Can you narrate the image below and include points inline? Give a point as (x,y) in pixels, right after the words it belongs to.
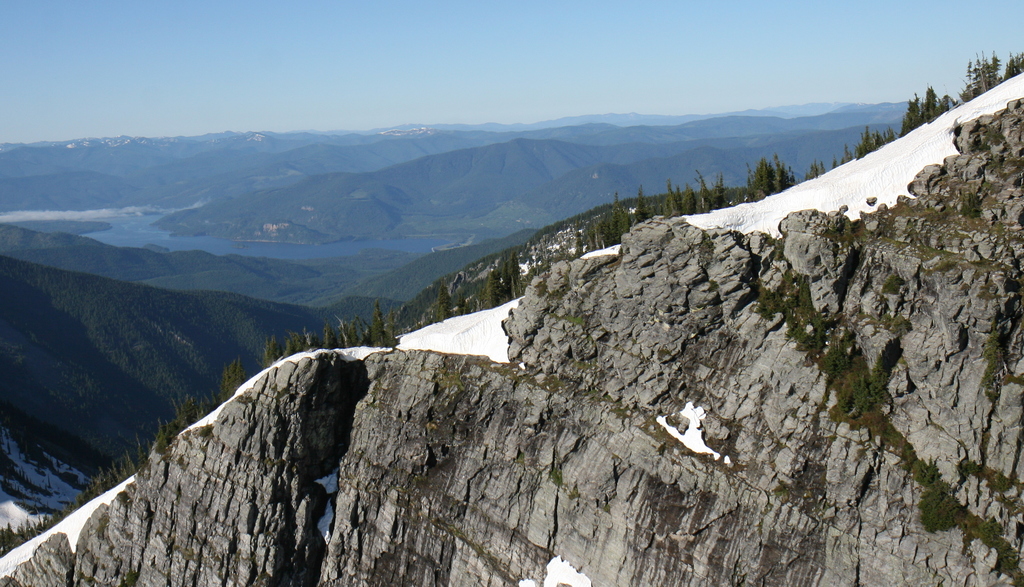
In this image at front (327,447) there is snow (911,160) on the hill (709,341). At the background (287,319) there are trees (208,346), mountains (375,180) and sky (307,70).
